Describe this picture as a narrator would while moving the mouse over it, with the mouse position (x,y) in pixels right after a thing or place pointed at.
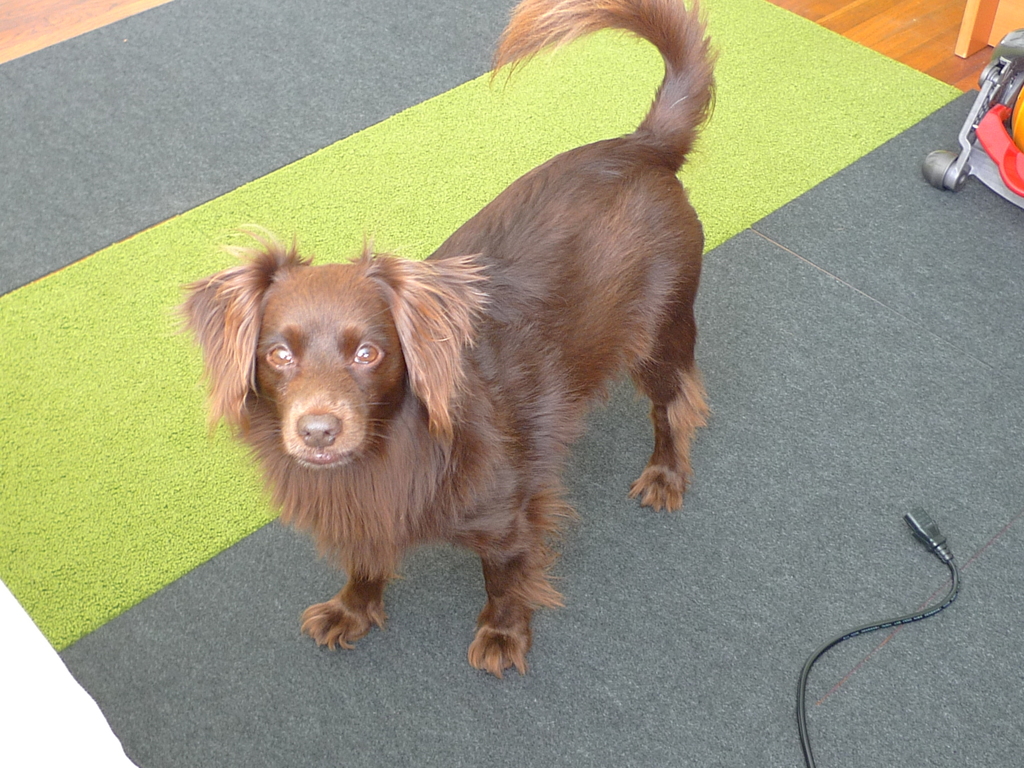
In this picture we can see the dog (532,402) standing on the floor (763,727), side we can see wire (872,628).
